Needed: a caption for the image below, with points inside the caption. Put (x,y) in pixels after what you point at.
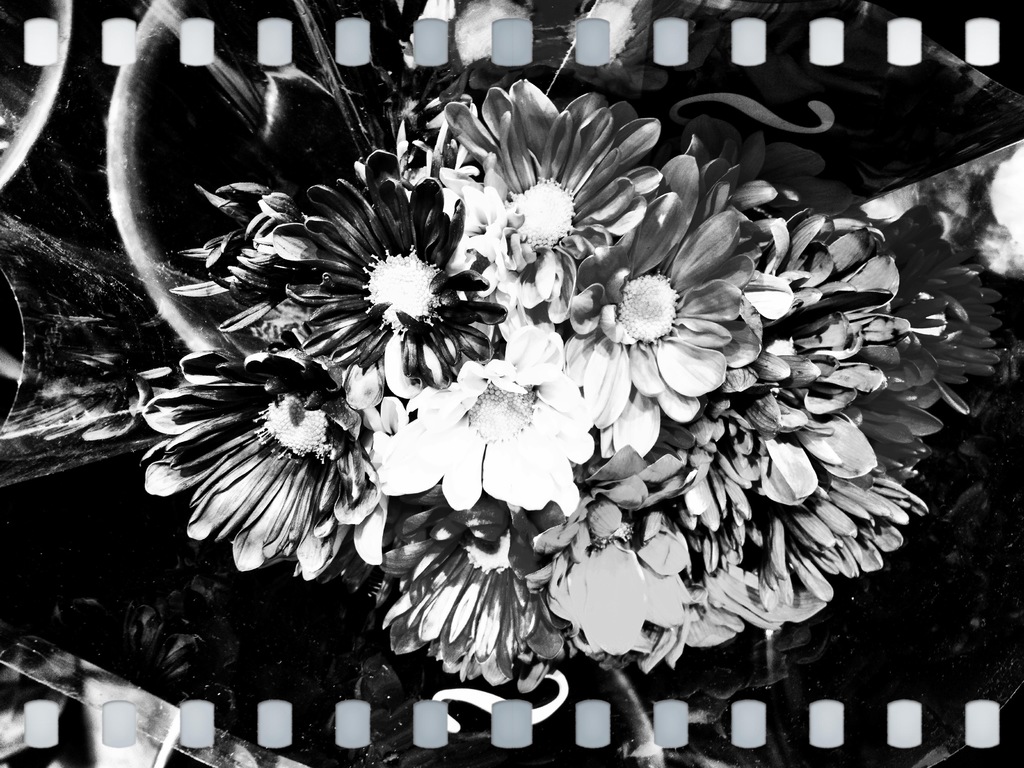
In this picture we can see flowers (351,426).
